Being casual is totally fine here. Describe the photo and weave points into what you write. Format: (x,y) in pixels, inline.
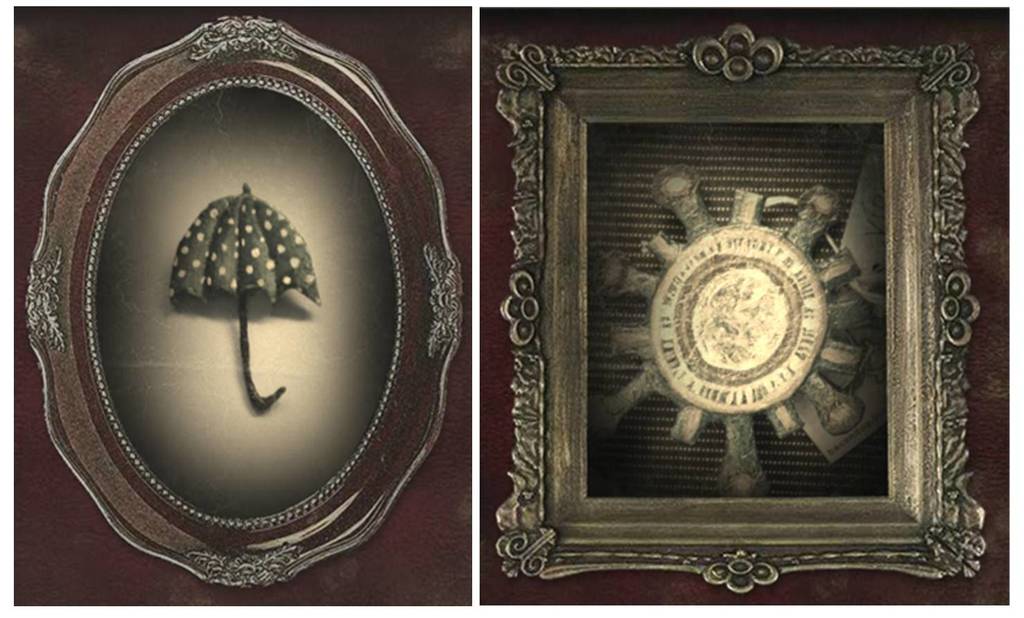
In this image we can see a collage of two pictures in which we can see photo frames (454,338).
